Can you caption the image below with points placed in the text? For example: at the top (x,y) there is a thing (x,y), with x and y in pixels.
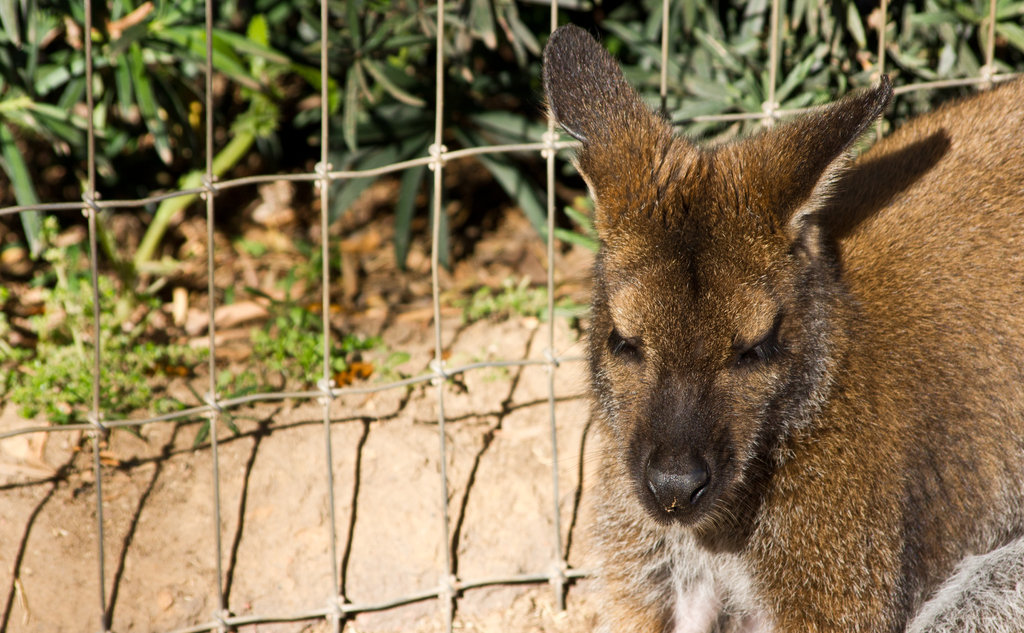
In this picture I can see a animal (696,414) and I can see fence (29,209) and few plants (525,34) in the back (401,110).
